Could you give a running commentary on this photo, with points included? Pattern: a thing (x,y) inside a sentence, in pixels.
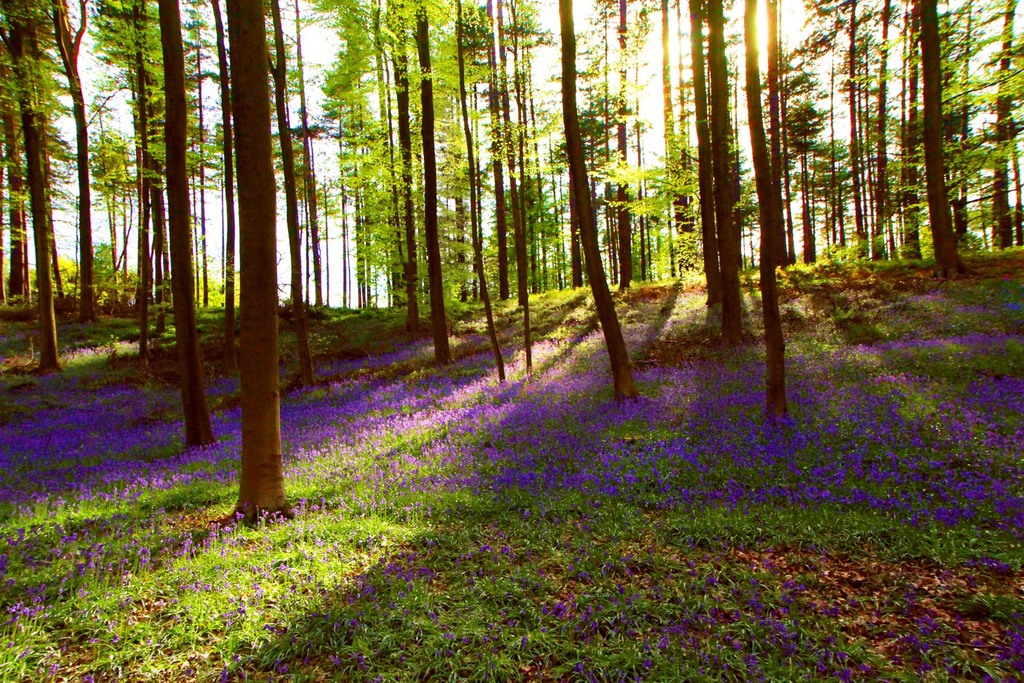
These are the trees (417,169) with branches (819,118) and leaves (333,109). I can see tiny plants (338,531) with flowers (582,410), which are violet in color.
